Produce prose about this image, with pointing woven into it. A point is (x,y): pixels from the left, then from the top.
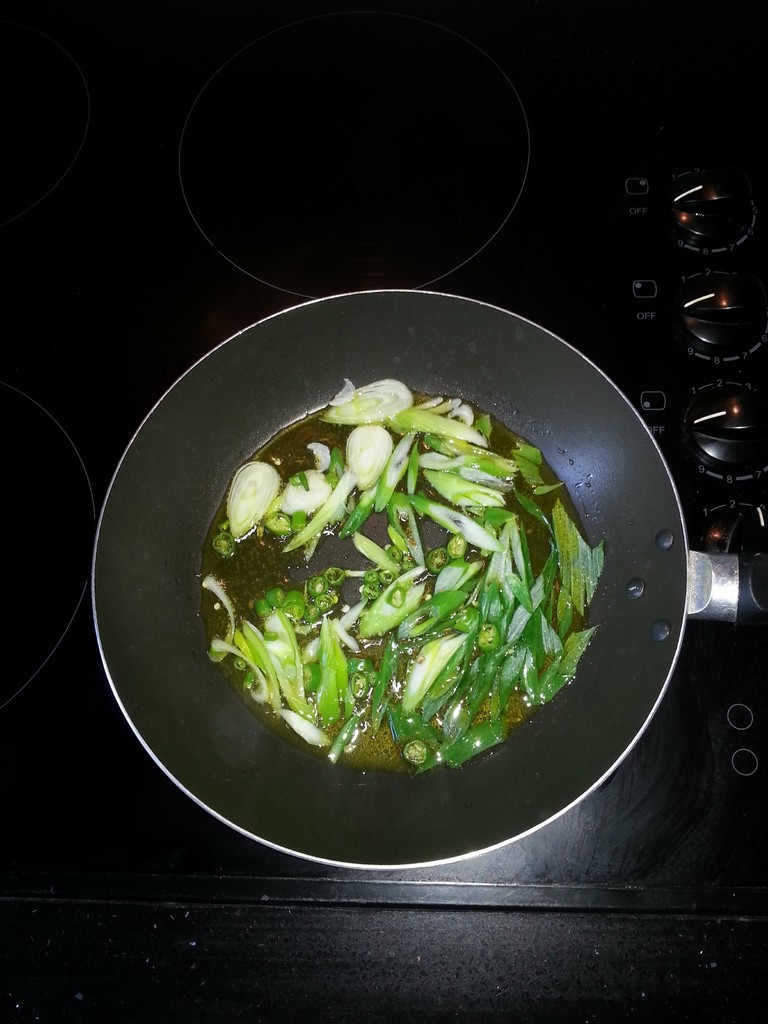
Here in this picture we can see stove (37,816) present, on which we can see a pan (633,695) having chilies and other leafy vegetables (404,629) in it over there.
